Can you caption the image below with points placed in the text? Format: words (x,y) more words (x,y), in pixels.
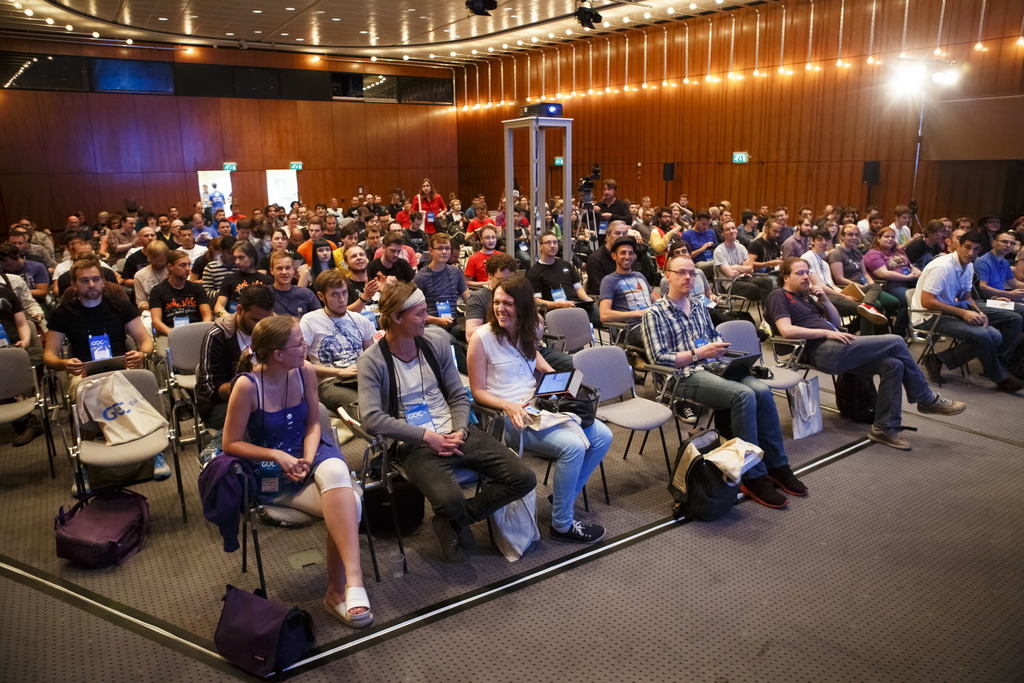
In the middle of the image (584,231) few people (139,215) are sitting and holding something in their hands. Behind them there is a wall (776,203) and there are some speakers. At the top of the image (687,79) there is ceiling (45,31) and lights (644,47).
